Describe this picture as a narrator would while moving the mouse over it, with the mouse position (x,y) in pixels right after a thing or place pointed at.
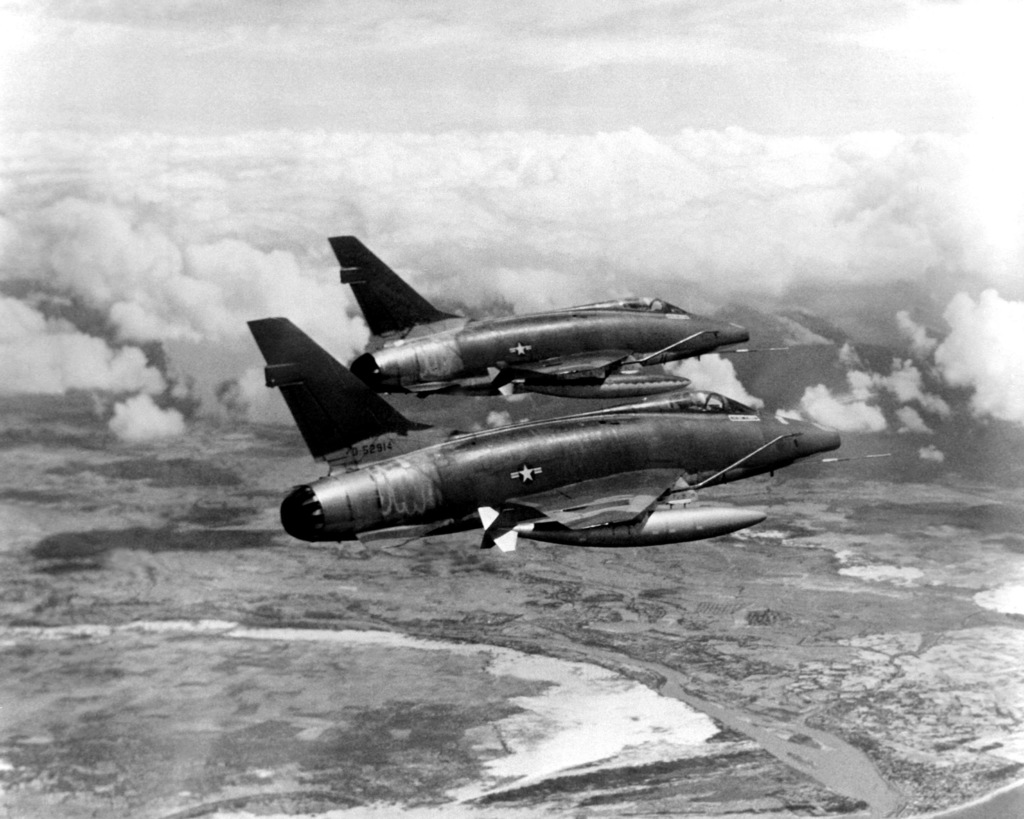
In this image I can see two airplanes (545,437) are flying in the air (530,213). Here I can see clouds (510,219) and sky (569,76). This image is black and white in color.
